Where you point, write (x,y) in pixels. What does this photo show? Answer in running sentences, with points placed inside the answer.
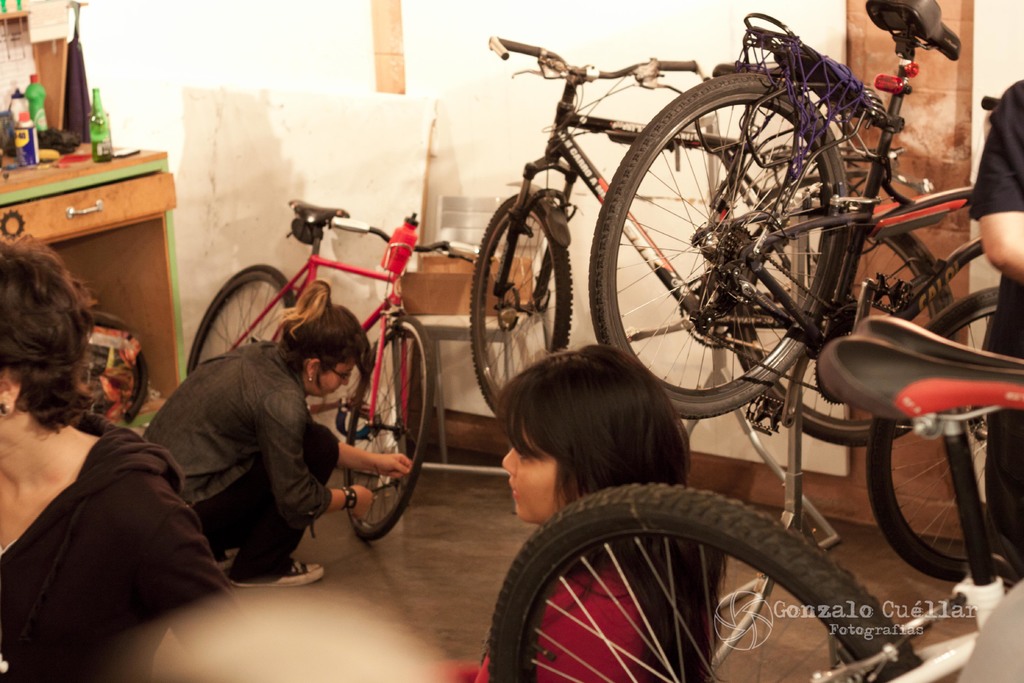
In this image, we can see persons (325,434) and bicycles (712,298) in front of the wall (575,22). There is a drawer table (49,202) on the left side of the image (98,242) contains bottles (98,130).
